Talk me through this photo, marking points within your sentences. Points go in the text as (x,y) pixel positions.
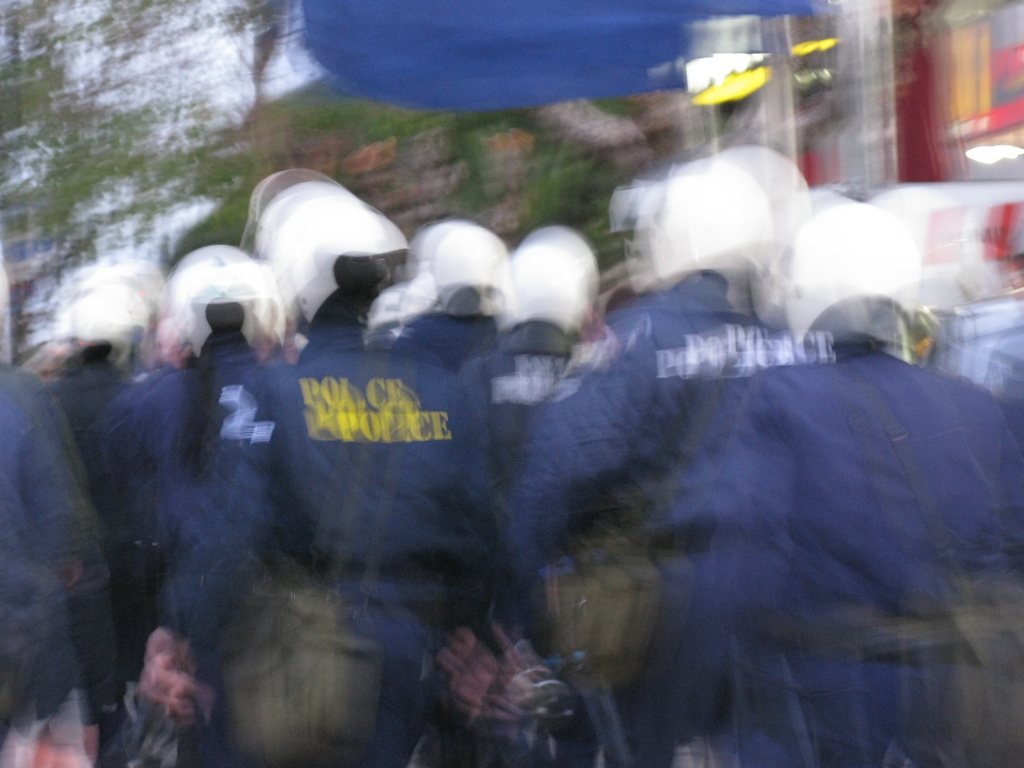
As we can see in the image there is a building (998,117) and group of people (508,324) standing in the front (145,469). The image is little blurred.
